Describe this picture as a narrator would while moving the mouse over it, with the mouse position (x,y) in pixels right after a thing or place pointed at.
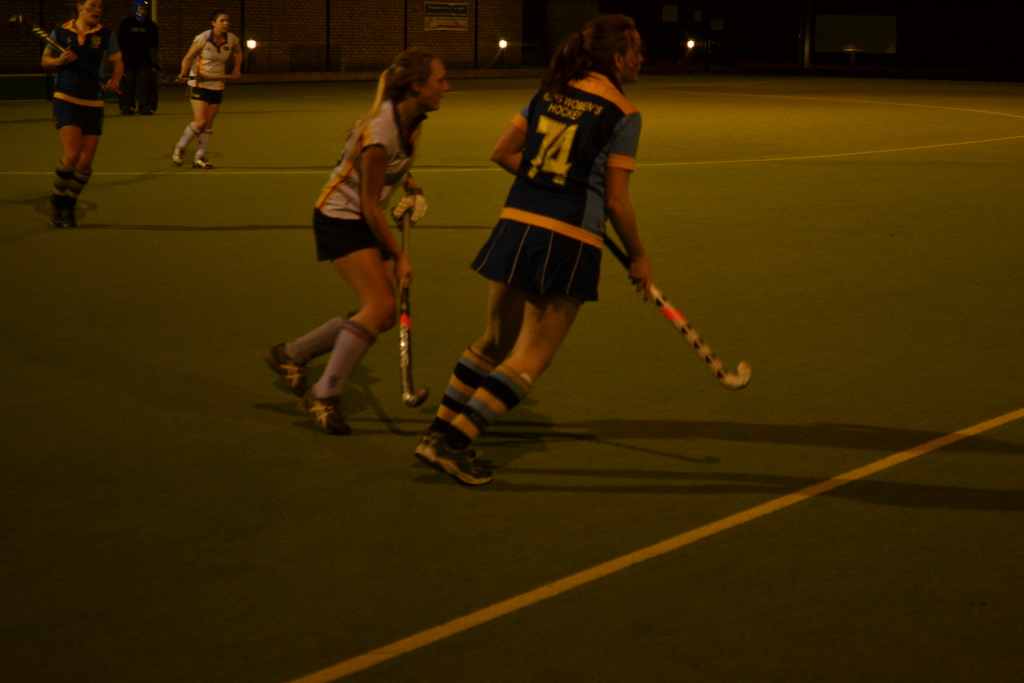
In this image we can see women (91,82) are playing hockey in the ground (700,293). At the top of the image (439,33), we can see mesh (355,50).
